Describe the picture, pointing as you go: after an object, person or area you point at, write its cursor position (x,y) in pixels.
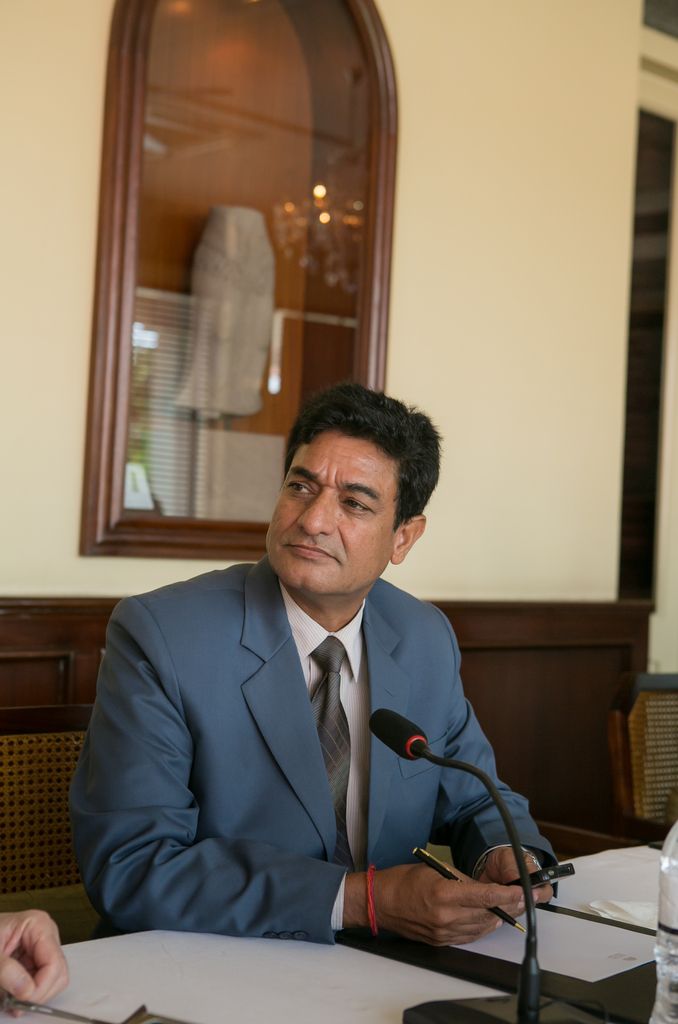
This is a building (493,513). There is a man (242,626) sitting on a chair (49,861). He is holding a pen (440,867) and a mobile phone (551,878). In front of him there is a microphone (405,735). He is wearing a blue coat (200,709) inside it he is wearing a white shirt (312,634) and a grey tie (331,694). There is a bottle (659,969) on the table (628,988). There is paper (488,948) on the table (423,954). The wall (502,371) is light yellow in color. There is a glass showcase (242,138) over here.
